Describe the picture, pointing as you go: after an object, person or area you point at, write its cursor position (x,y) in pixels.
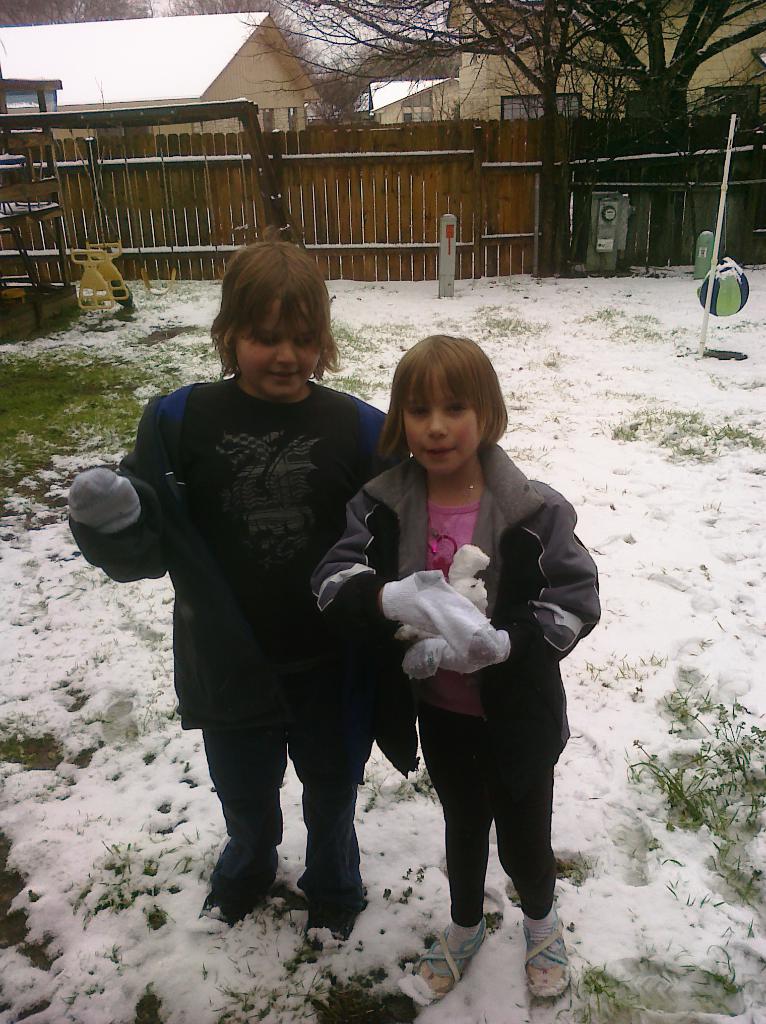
In this picture there are two kids (333,533) wearing jackets (364,620) are standing on the snow (492,856) and there is a wooden fence (440,198), trees (566,16) and few houses (249,90) in the background (388,74).
